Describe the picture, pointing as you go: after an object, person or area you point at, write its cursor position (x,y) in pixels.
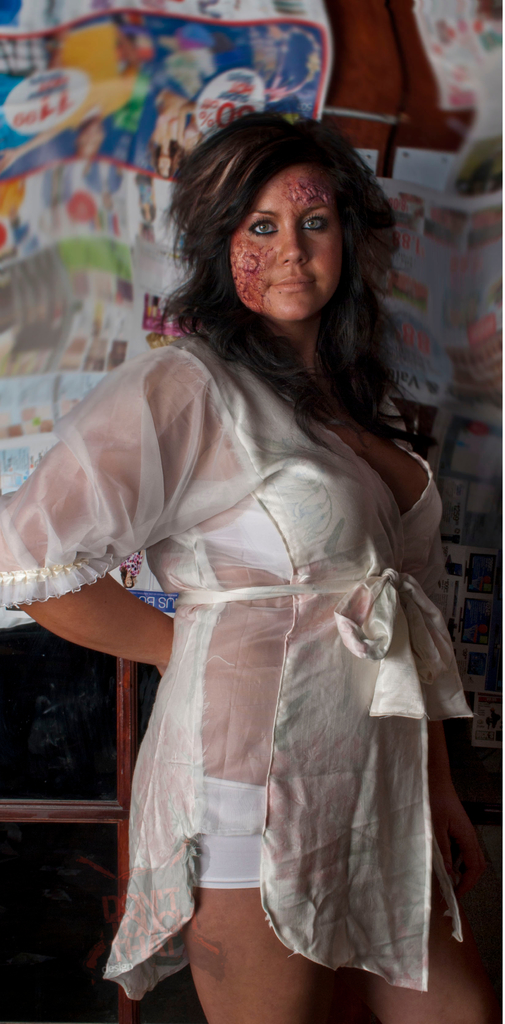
In this image we can see a woman (216,879) standing on the floor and there is a wall (175,143) with posters (361,157) in the background (95,360).
